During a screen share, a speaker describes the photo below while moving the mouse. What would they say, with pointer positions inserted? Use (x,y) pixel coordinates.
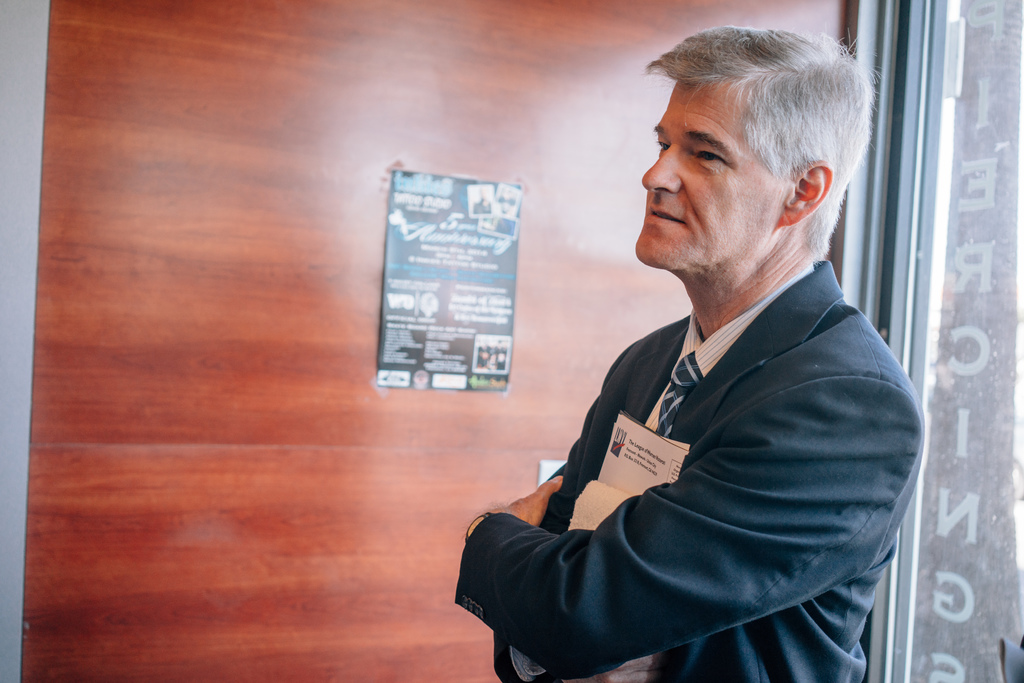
In this image I can see a person (768,531) standing wearing black blazer (738,367), white shirt (726,348), black and white tie (689,366) and holding few papers (640,442). At the background (159,93) I can see wooden wall (141,151).
